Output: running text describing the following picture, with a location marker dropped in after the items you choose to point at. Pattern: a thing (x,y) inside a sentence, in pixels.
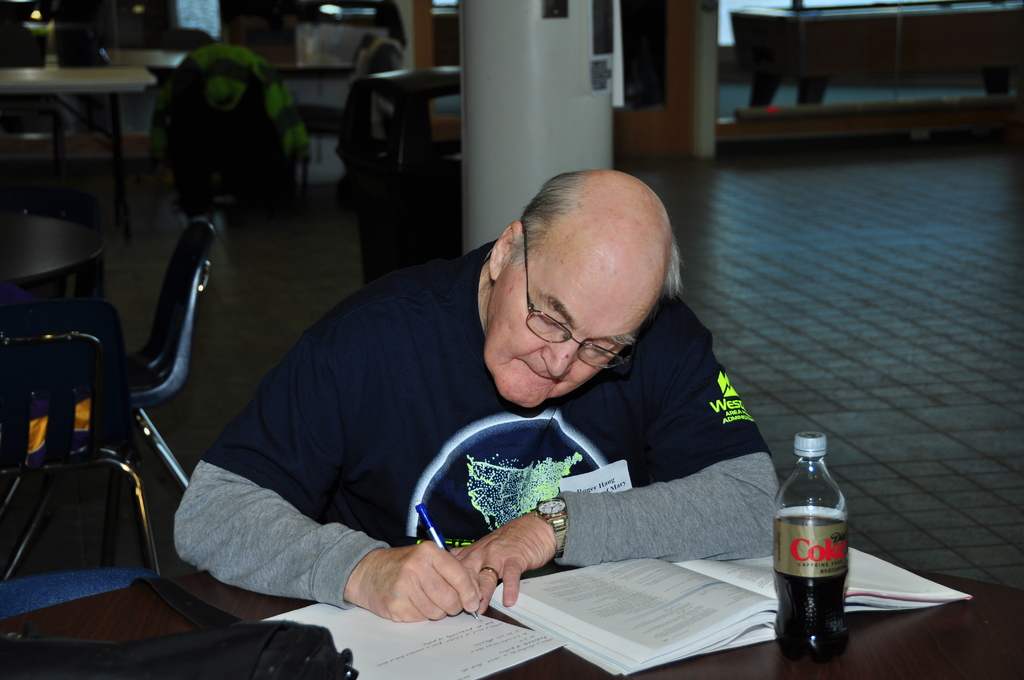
In the picture there is an old man (609,526), his writing something there is a book (546,584) in front of him and also a coke (844,583), behind him there are also other tables (768,23) in the background (561,124) there is a pillar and a wooden wall (652,109) and also a dustbin (380,144).
